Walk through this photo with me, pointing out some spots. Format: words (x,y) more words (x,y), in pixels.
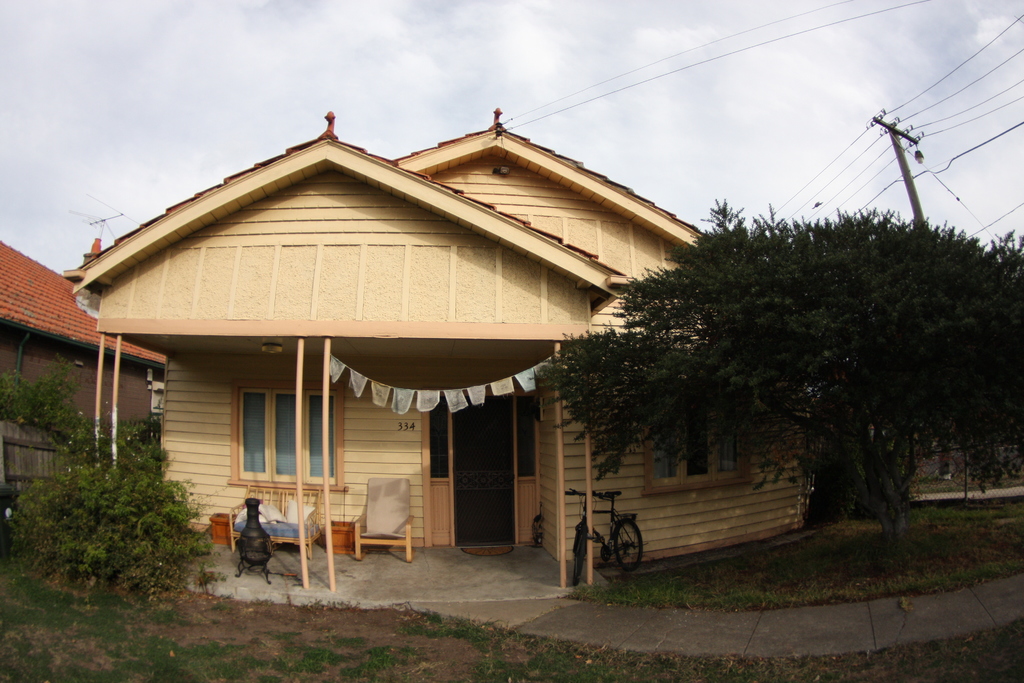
In this image, there is an outside view. There is a house (508,331) beside the tree (784,372). There is a pole (886,131) in the top right of the image (893,120). There is a plant (114,534) in the bottom left of the image (67,505). There is a sky (386,151) at the top of the image (470,31).
